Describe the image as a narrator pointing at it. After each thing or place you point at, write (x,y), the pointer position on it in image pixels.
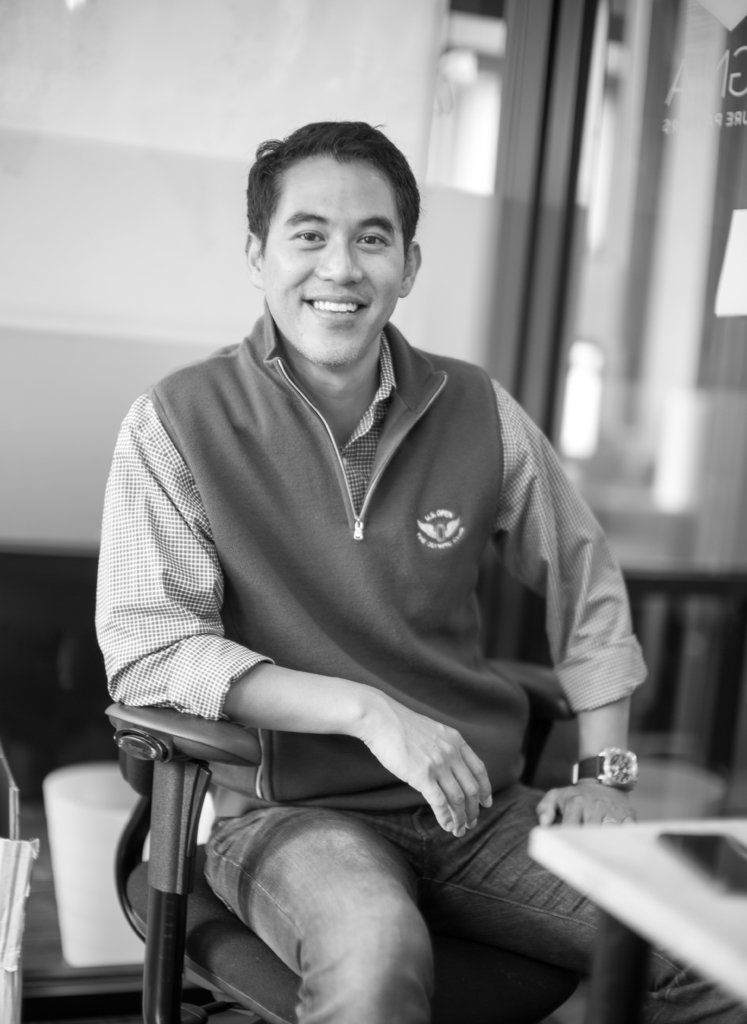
In this image we can see a person (410,743) sitting on the chair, in front of him there is a mobile (733,878) on the table (681,865), also we can see the wall (240,237), and the background (177,70) is blurred.
